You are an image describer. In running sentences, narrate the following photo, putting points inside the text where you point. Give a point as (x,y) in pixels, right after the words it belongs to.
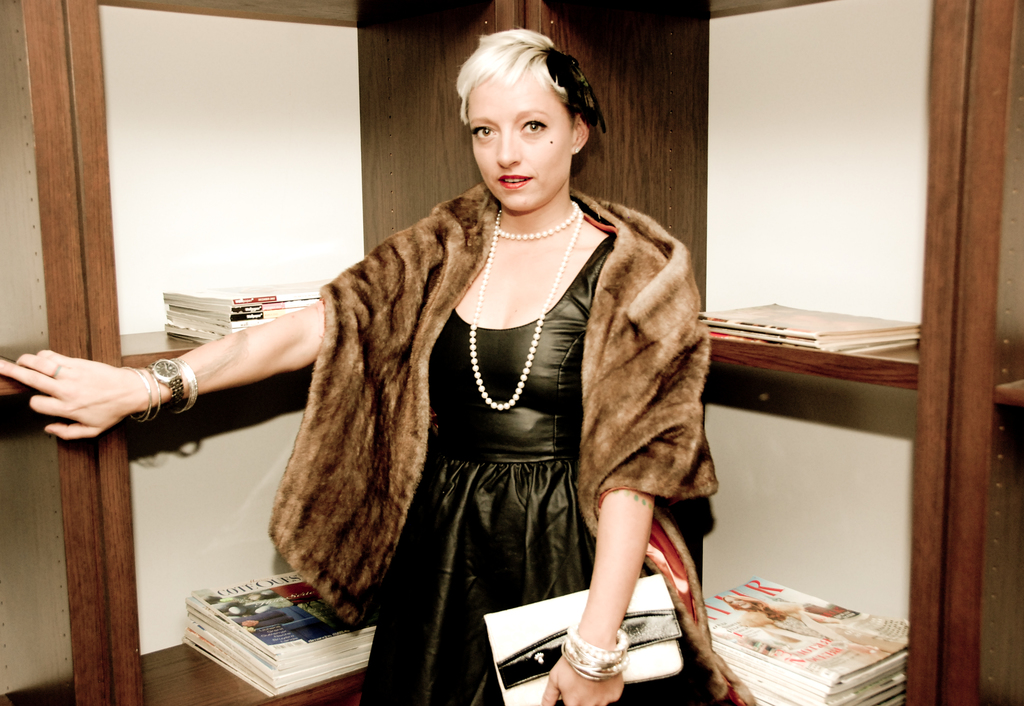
In this picture we can see a woman (582,305) standing and holding a hand bag (566,614), she wore a scarf (430,418), in the background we can see shelves (289,405), there are some books (324,641) and news papers (312,647) on the shelves (276,482).
